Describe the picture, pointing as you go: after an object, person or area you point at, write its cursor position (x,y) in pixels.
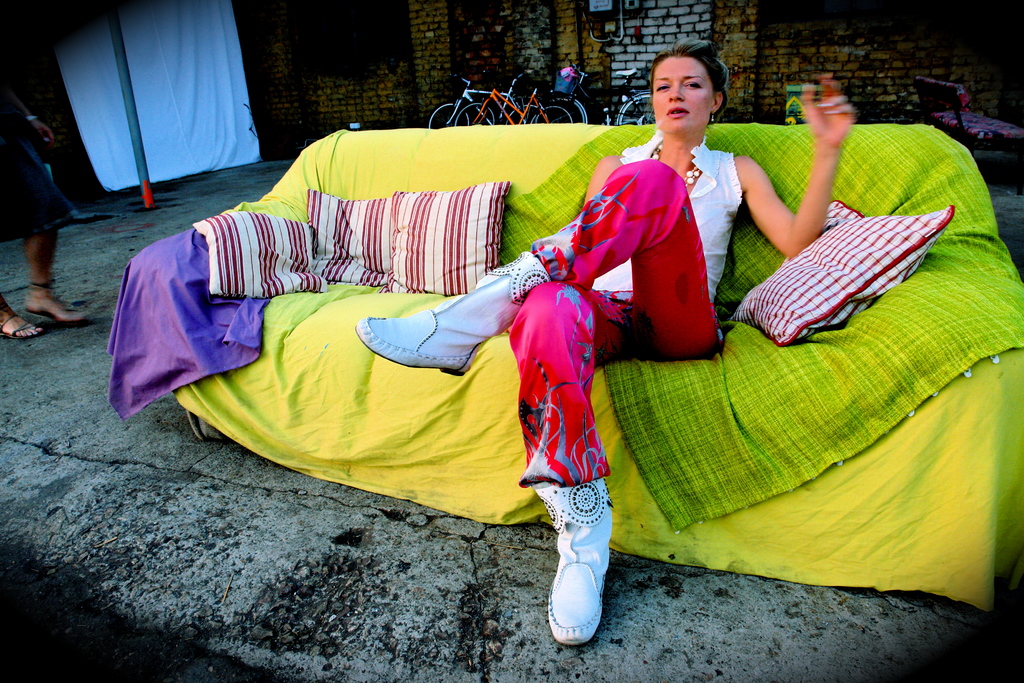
In this image I can see the person (548,260) sitting on the couch (665,372). The person (655,344) is wearing the white and red color dress (625,292). To the side I can see the cushions (455,250) and many colorful clothes (799,419). To the left (18,214) I can see one more person (21,194). In the background (522,93) I can see the bicycles (506,110), white color object (140,41) and the wall (560,31).
